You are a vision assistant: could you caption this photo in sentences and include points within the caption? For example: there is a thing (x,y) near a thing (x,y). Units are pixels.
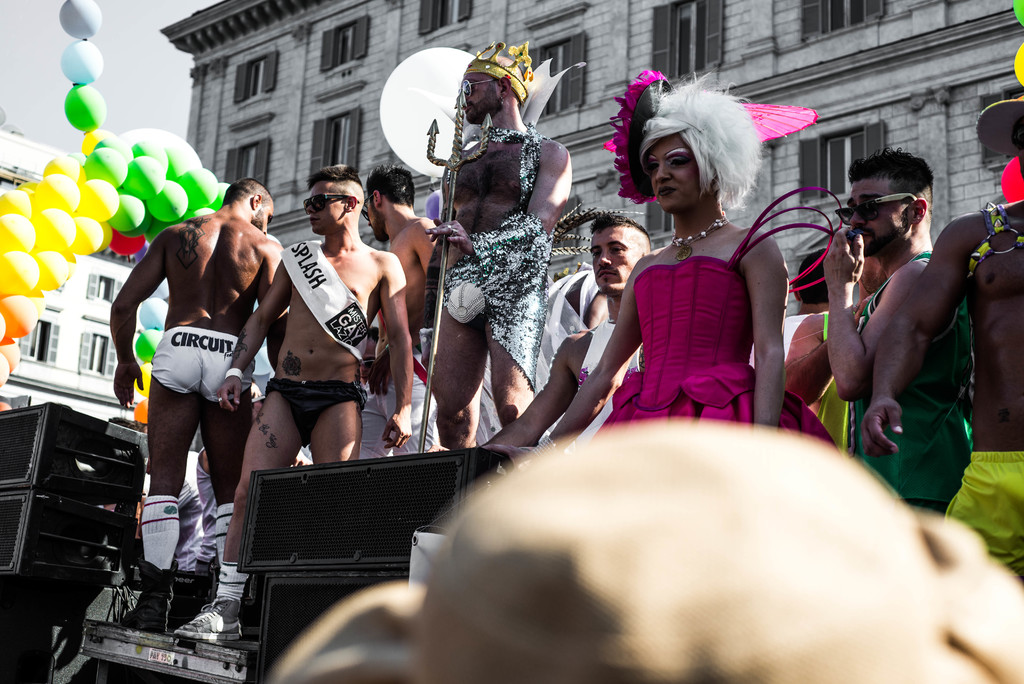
In this image people (401,329) are standing on the stage (92,625). In front of them there are speakers (335,493). At the back side (278,94) there are buildings (675,53). At the left side of the image (127,185) there are balloons (149,198). At the top (141,59) there is sky (133,49).
